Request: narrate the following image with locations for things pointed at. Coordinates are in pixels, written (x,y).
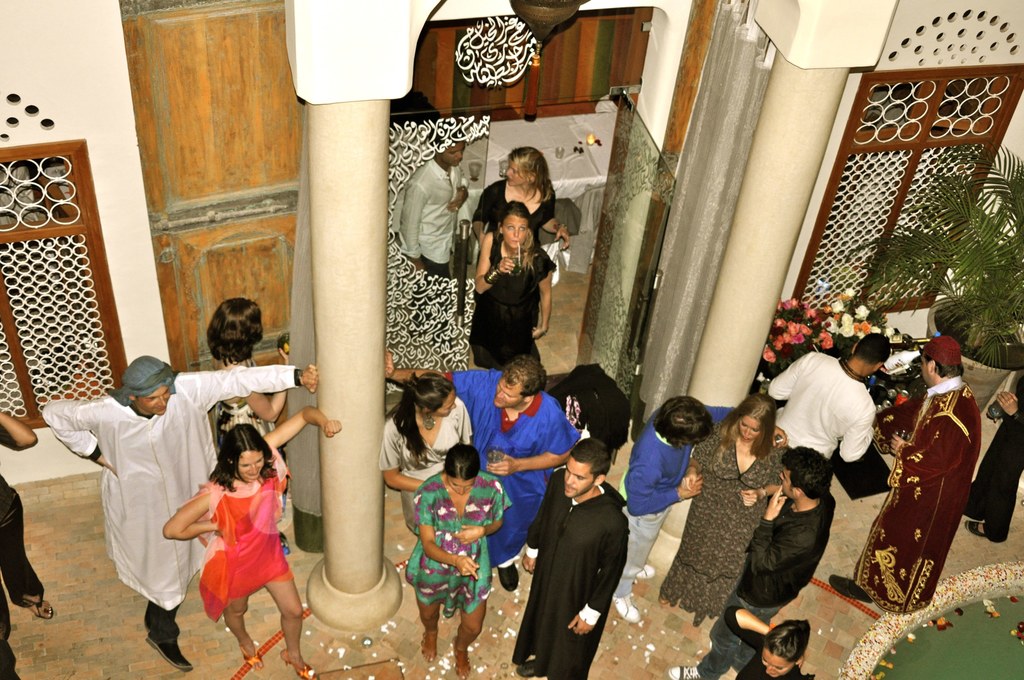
In the picture I can see group of people (563,508) are standing on the ground (538,345). I can also see pillars (345,365), the water (897,665), flower plants (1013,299), plant pots (963,362), windows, doors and some other objects (887,396) on the ground (561,318).
